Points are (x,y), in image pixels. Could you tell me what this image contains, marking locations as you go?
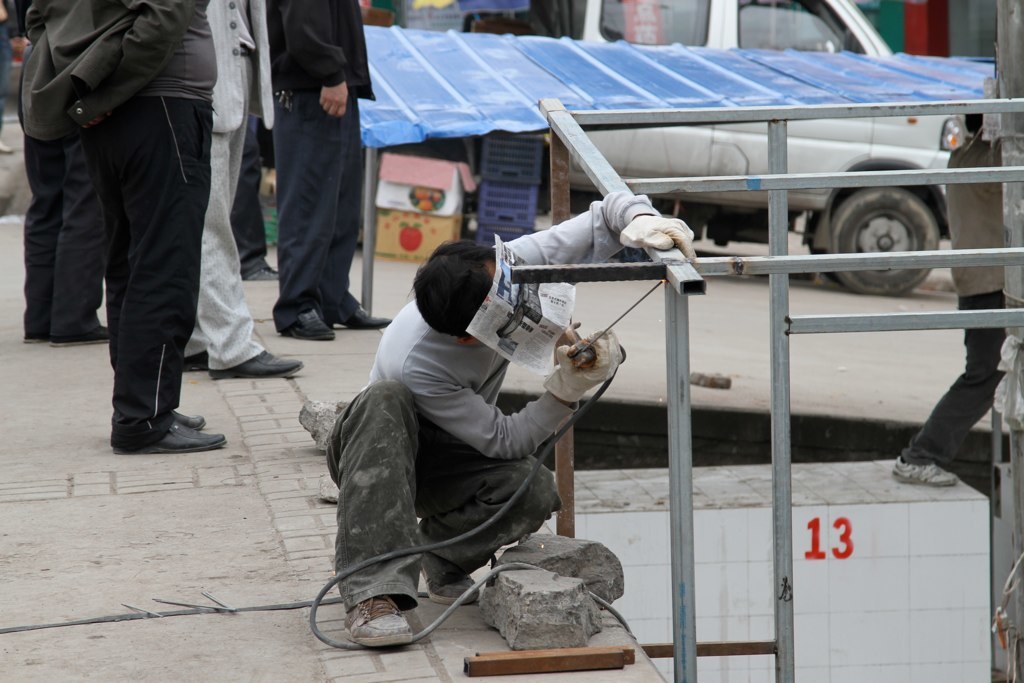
There is a person (397,379) sitting like squat position and holding a tool (583,356) and rod (674,277) and we can see paper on this person (538,483) face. We can see rods (502,663), wall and people (266,66). In the background (472,108) we can see vehicle (754,14), baskets (491,187) and boxes (440,185) on the surface (655,297) and blue metal object (494,86).
